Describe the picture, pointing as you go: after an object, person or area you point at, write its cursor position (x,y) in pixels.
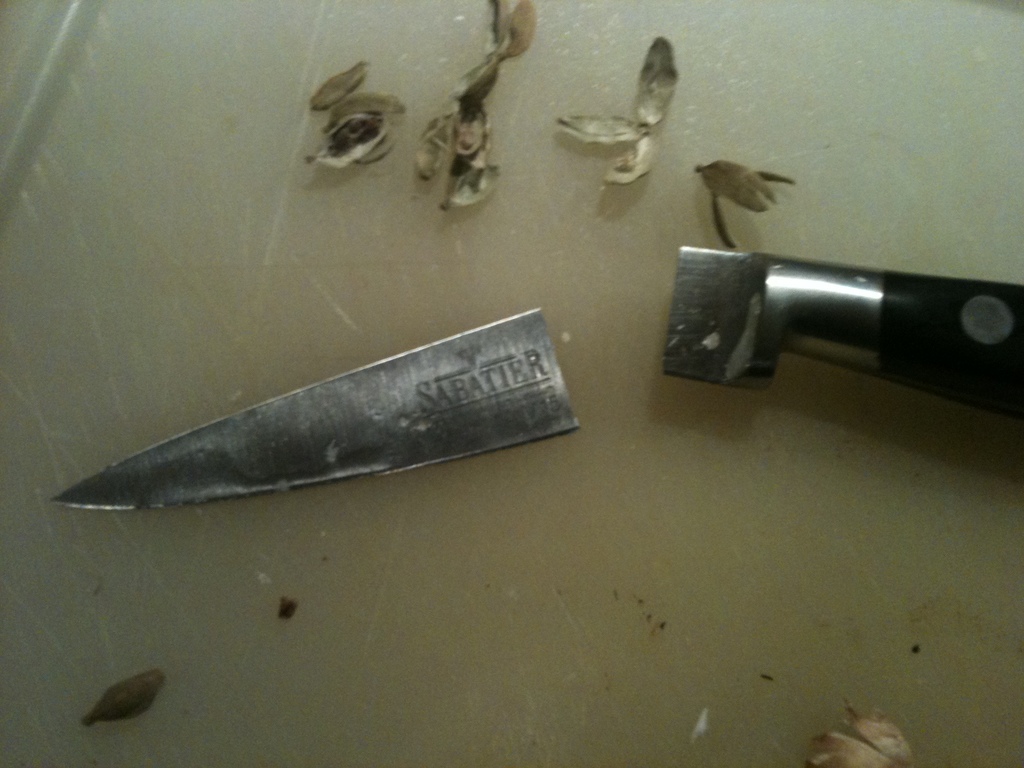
There is a broken knife (793,321) and cardamoms (590,131).
